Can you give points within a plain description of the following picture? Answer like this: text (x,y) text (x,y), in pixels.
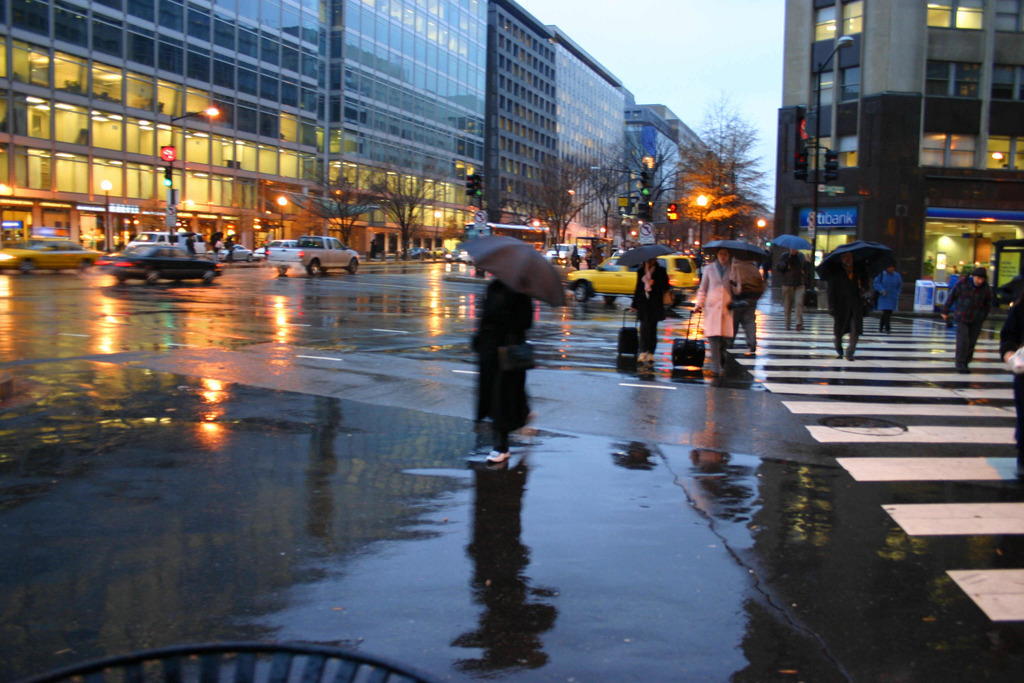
This is an outside view, in this image in the background (141,142) there are some buildings (79,184), trees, poles (819,114), street lights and traffic signals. And at the bottom (217,544) there is a road (889,486), on that road (425,438) there are some cars (627,266) and some buses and some people (505,379) are walking on the road (933,332). On the top of the image (639,44) there is sky (667,81).
